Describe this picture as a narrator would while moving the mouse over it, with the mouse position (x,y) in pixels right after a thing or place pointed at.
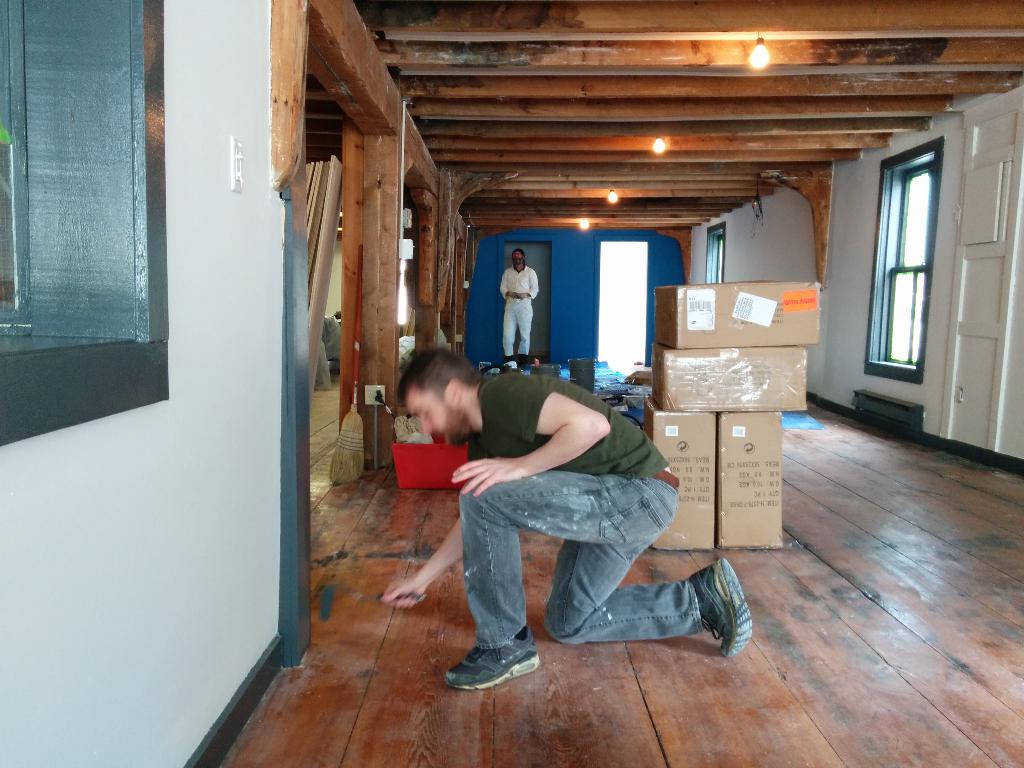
In this image we can see few people (524,314). There are few boxes (735,417) and few other objects (622,378) on the floor (606,378). There is a window (64,265) at the left side of the image (93,248). There are few lights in the image.
